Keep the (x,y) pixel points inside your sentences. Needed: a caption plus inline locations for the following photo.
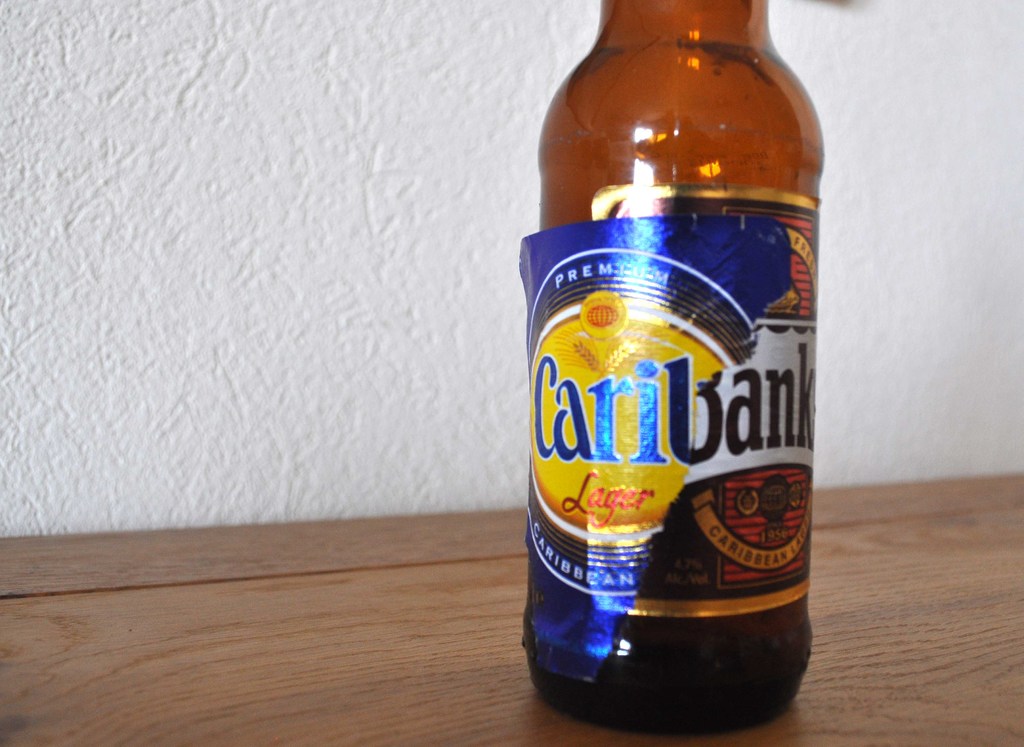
This picture contain an alcohol bottle (674,632) which is placed on a table (373,671). On the bottle (788,326), it is written as 'Carib Banks'. Behind the bottle (766,415), we see a white wall (196,386).
